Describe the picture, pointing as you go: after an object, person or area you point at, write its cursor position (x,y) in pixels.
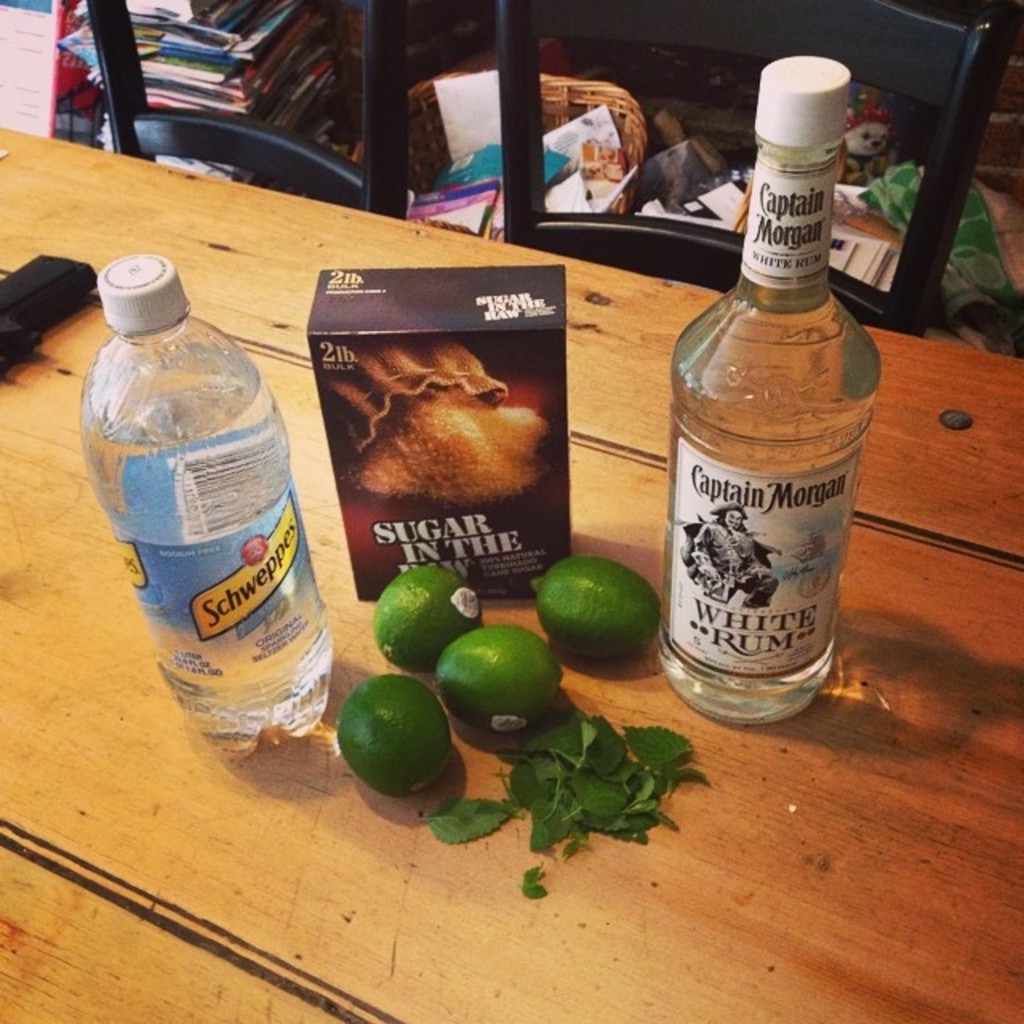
in this picture there are some rum bottle (725,688), some limes (585,589) and soda bottle (132,292) and in the backdrop (318,32) there are chairs (375,121) books (293,38).
